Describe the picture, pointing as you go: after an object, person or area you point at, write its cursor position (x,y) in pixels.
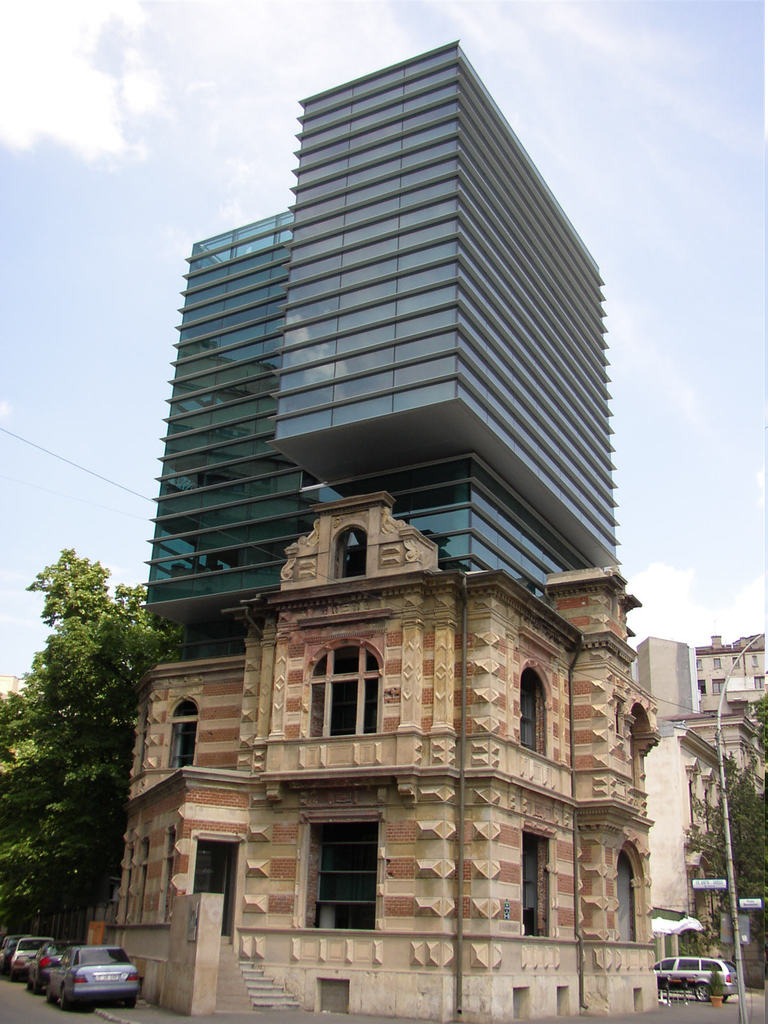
In this image there are buildings (439,781), trees (715,877), vehicles (40,966), boards (704,889) and there is a pole (719,777) and we can see clouds (150,102) in the sky (616,201).
